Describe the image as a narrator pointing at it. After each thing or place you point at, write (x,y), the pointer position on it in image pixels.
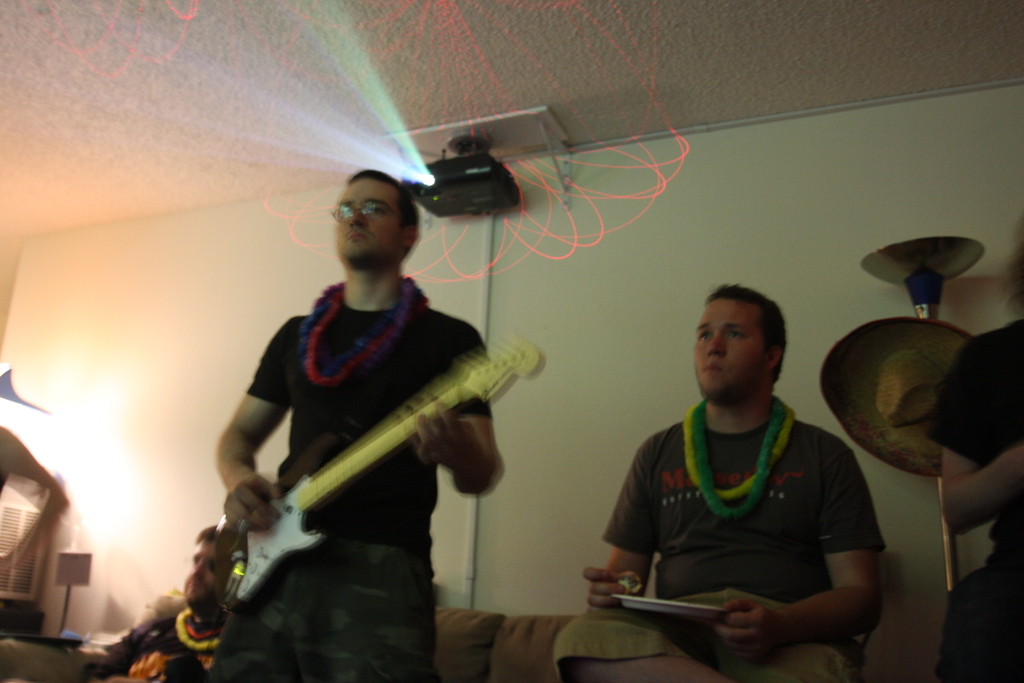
In this image I see 4 persons (387,225) and 3 of them are men (399,212), 2 of them are sitting and another one is holding guitar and standing. In the background (590,432) I see the wall (958,120), a projector (499,182) and the ceiling (94,50).
